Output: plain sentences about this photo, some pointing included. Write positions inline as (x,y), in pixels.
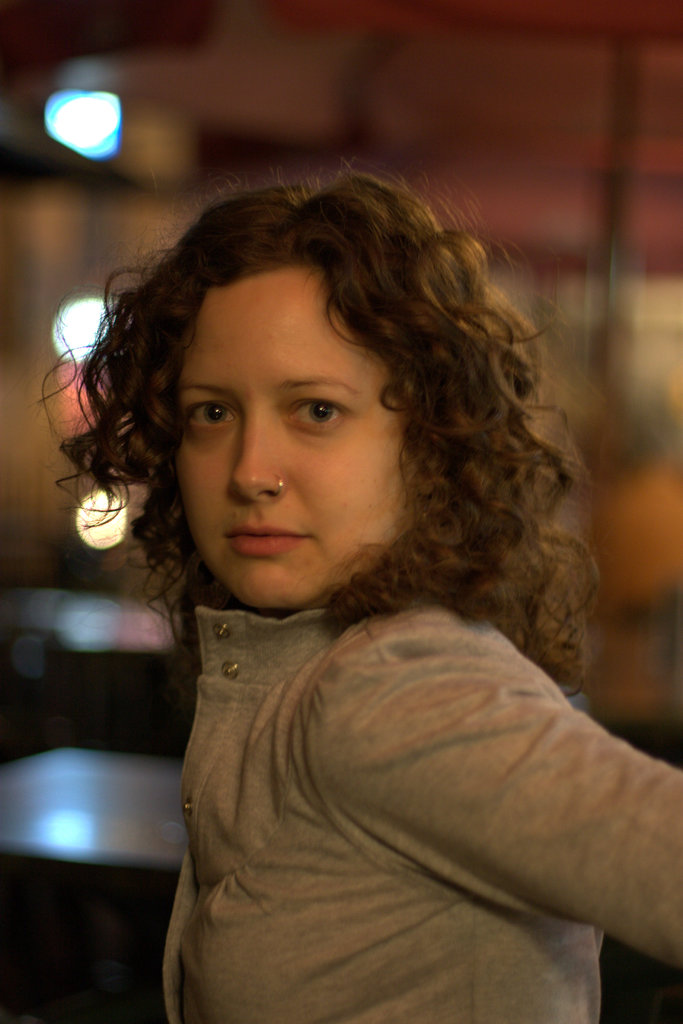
This is a zoomed in picture. In the foreground (292,300) there is a woman (296,558). The background of the image (114,125) is blurry and we can see the lights (62,323) and some other objects (9,818) in the background (605,445).
